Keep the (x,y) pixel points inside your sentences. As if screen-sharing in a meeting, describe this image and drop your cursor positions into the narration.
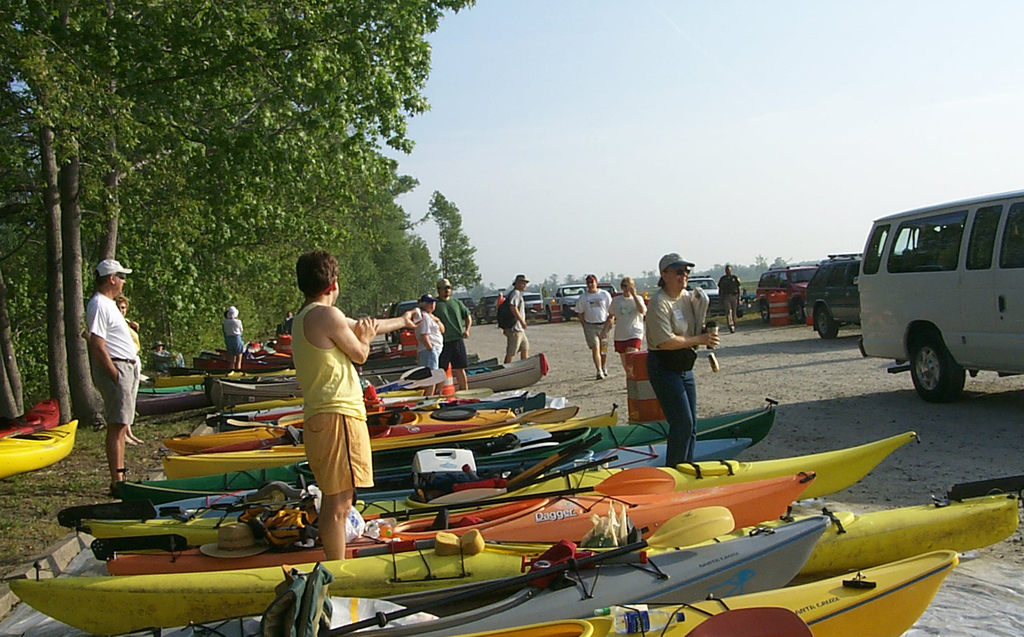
In this picture we can see the trees (54,293), boats (706,462), bags (296,506), bottle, divider cones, vehicles (719,299) and some people (431,308) are standing and some of them are wearing caps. In the background of the image (755,338) we can see the soil (485,327). At the top of the image (702,112) we can see the sky (530,124).
